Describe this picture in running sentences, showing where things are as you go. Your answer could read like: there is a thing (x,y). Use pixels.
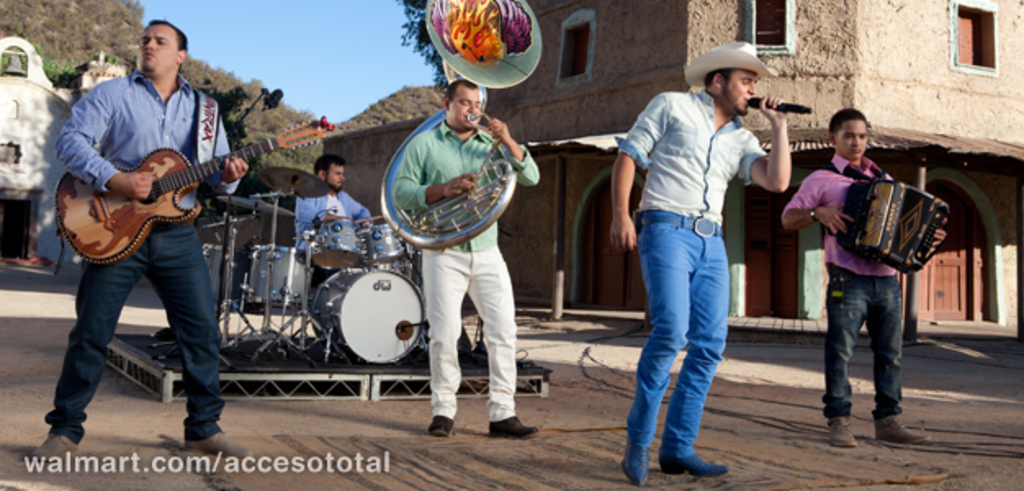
In this image I can see group of people (448,166). Among them some people (444,185) are playing musical instrument (854,242) and one person (730,116) is holding the mic (781,105). In the background (397,51) there is a building (53,101), mountains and the sky (284,47).
